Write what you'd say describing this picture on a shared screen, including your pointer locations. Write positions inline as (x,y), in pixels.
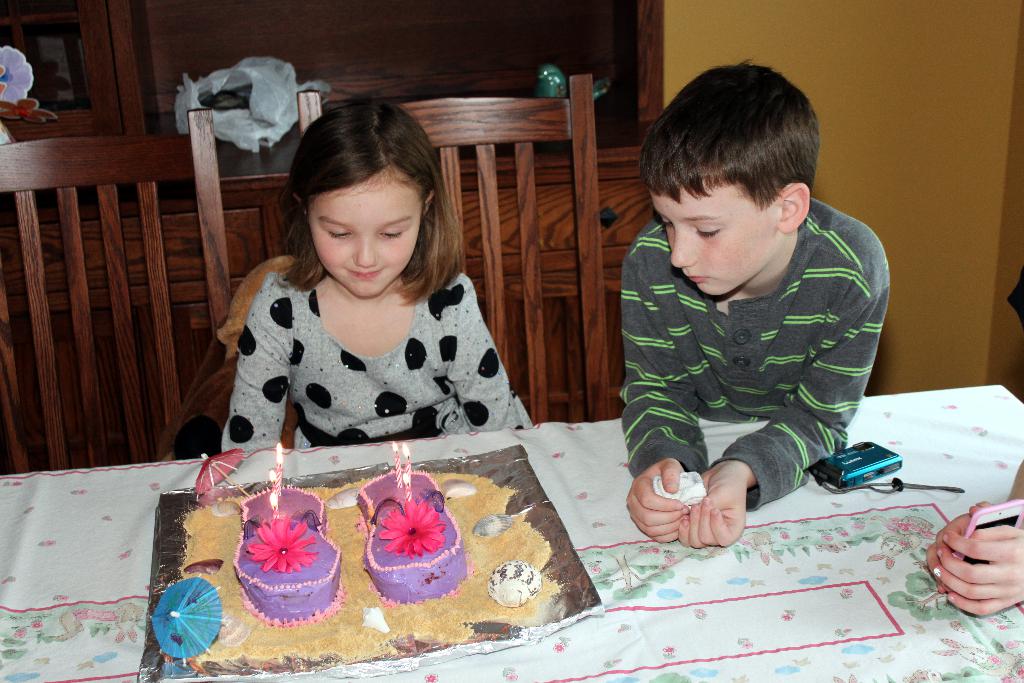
A little girl (403,161) is sitting on the chair (516,139) and looking at the cake (360,488) on the table (335,464), beside her a boy (648,496) is also looking at that cake (323,522).
